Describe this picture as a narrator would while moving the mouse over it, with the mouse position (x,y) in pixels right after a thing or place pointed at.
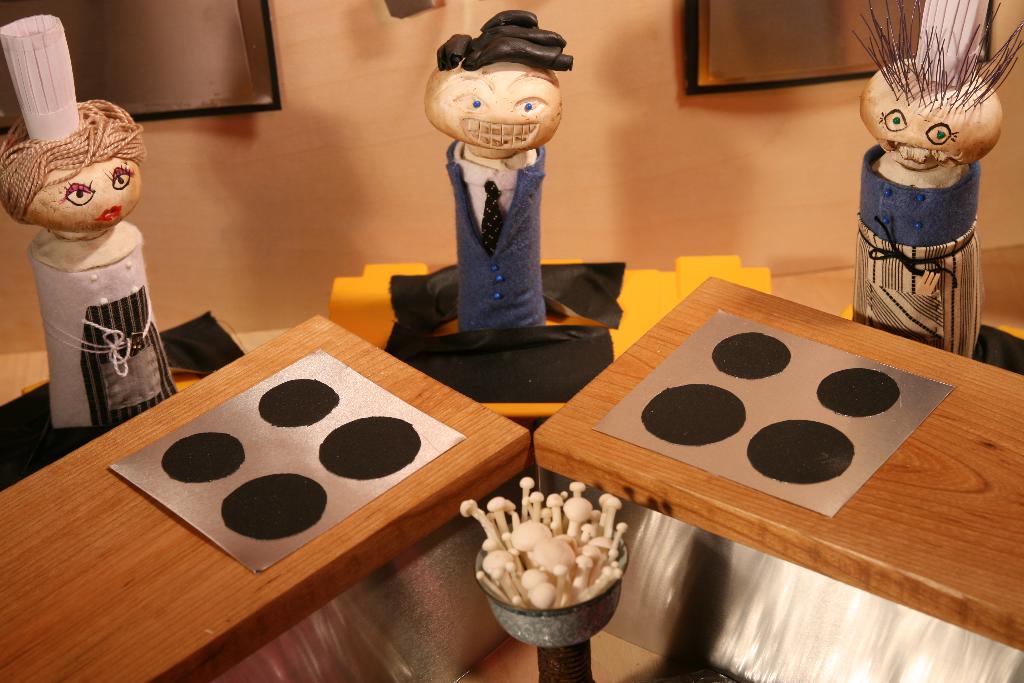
In this image there is a table (569,473) and we can see figurines (89,139) placed on the tables (724,307). At the bottom (527,637) there is a bowl (522,637) containing an object (539,553). In the background (298,105) there is a wall (351,111) and we can see frames (215,38) placed on the wall (298,105).
